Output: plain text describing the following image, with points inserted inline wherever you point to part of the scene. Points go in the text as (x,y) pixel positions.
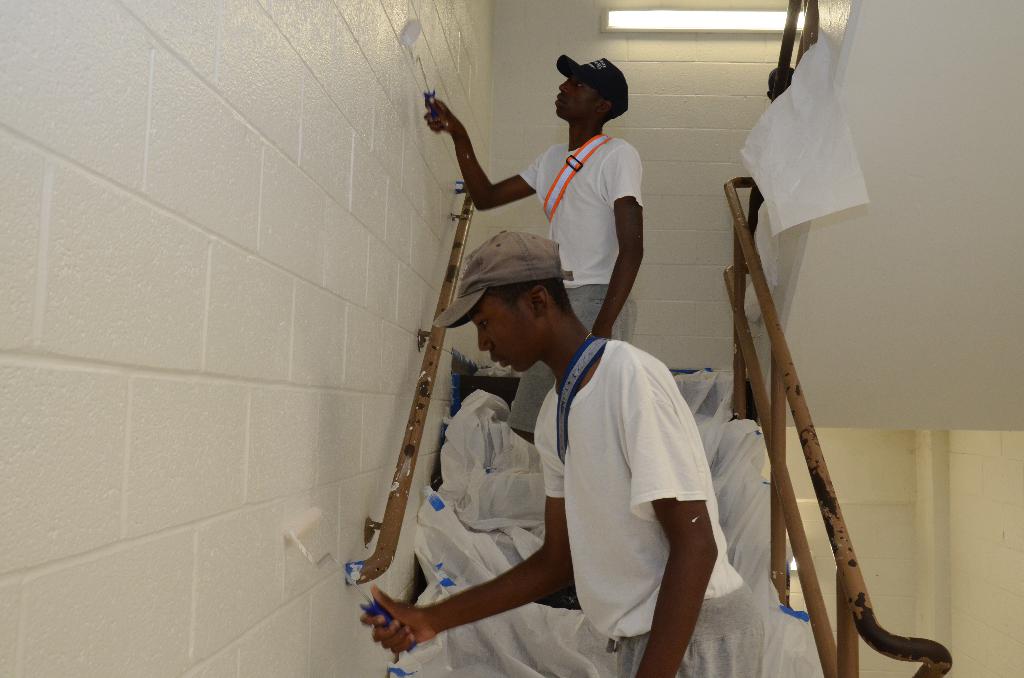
In the picture I can see two men (608,392) are standing on steps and holding objects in hands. I can also see stairs (745,316), a wall (719,296) and some other objects (756,229).
